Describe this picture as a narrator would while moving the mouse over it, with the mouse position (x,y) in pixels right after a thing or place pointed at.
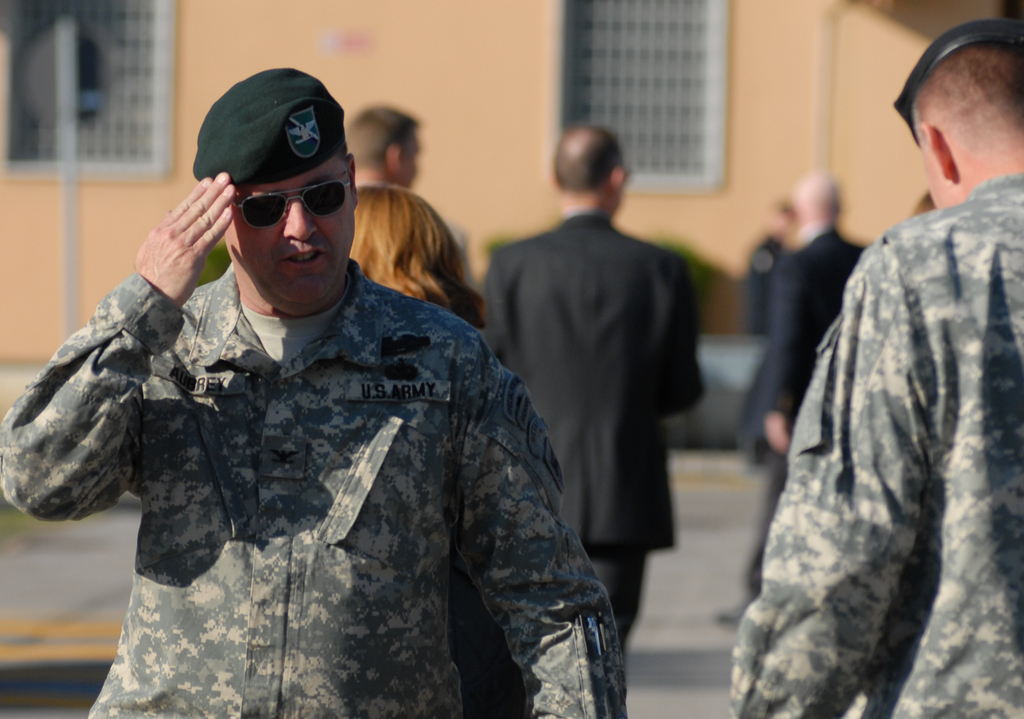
In this image I can see group of people (264,312) walking, the person (319,467) in front (227,452) wearing military dress (255,457). Background (555,379) the other person (576,396) wearing black color blazer (560,353) and I can also see a building (368,16) in cream color.
